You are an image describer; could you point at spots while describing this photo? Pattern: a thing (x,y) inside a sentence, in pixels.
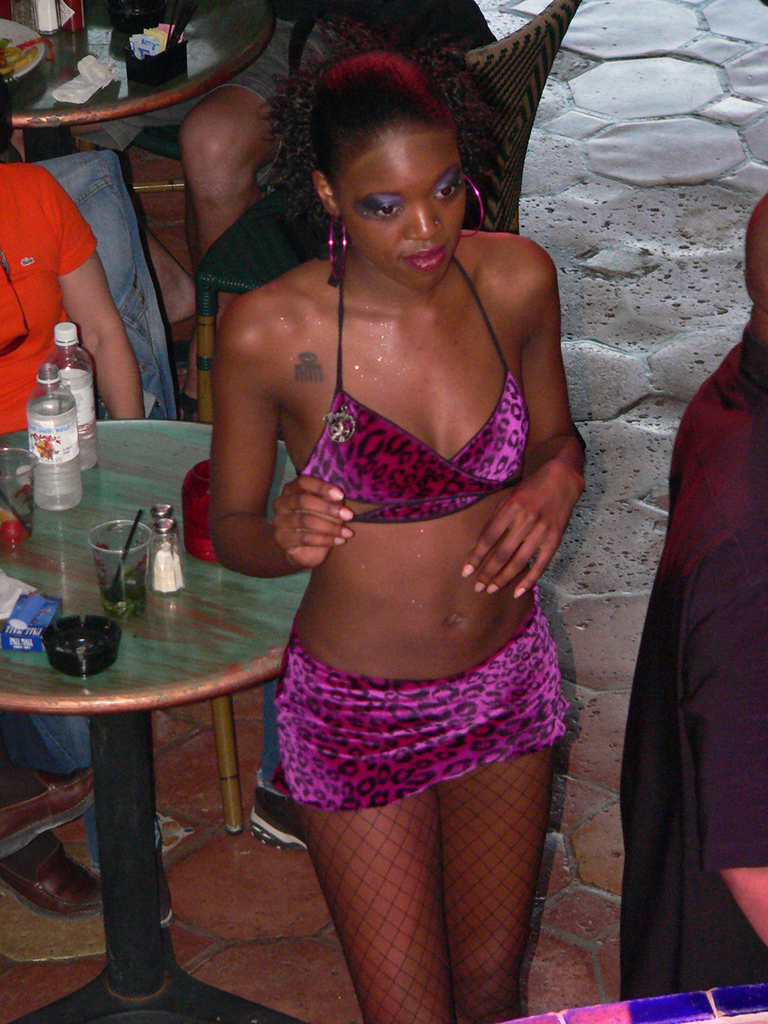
In this picture we can see a woman (362,621) standing near to the table (191,601) and on the table (178,625) we can see bottles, drinking glasses (99,543), bowl (59,638). We can see persons (76,181) sitting on the chairs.
